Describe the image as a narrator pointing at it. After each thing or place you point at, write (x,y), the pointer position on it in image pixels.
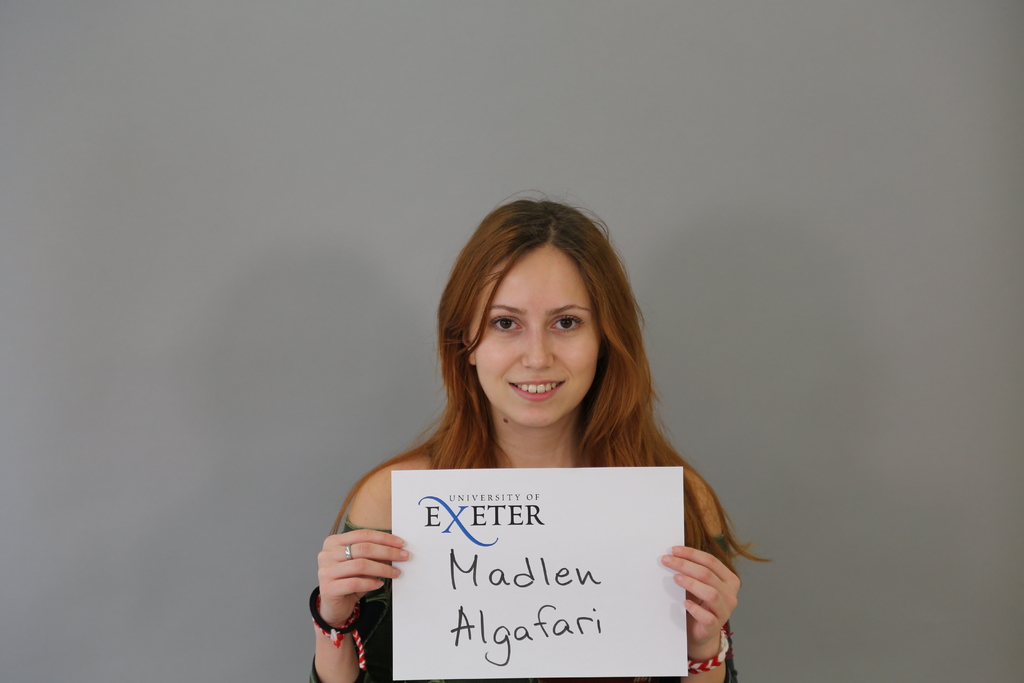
In this picture there is a woman (451,381) smiling and she is holding the board (594,644) and there is text (527,597) on the board (498,597). At the back (891,529) it looks like a wall (385,178).
